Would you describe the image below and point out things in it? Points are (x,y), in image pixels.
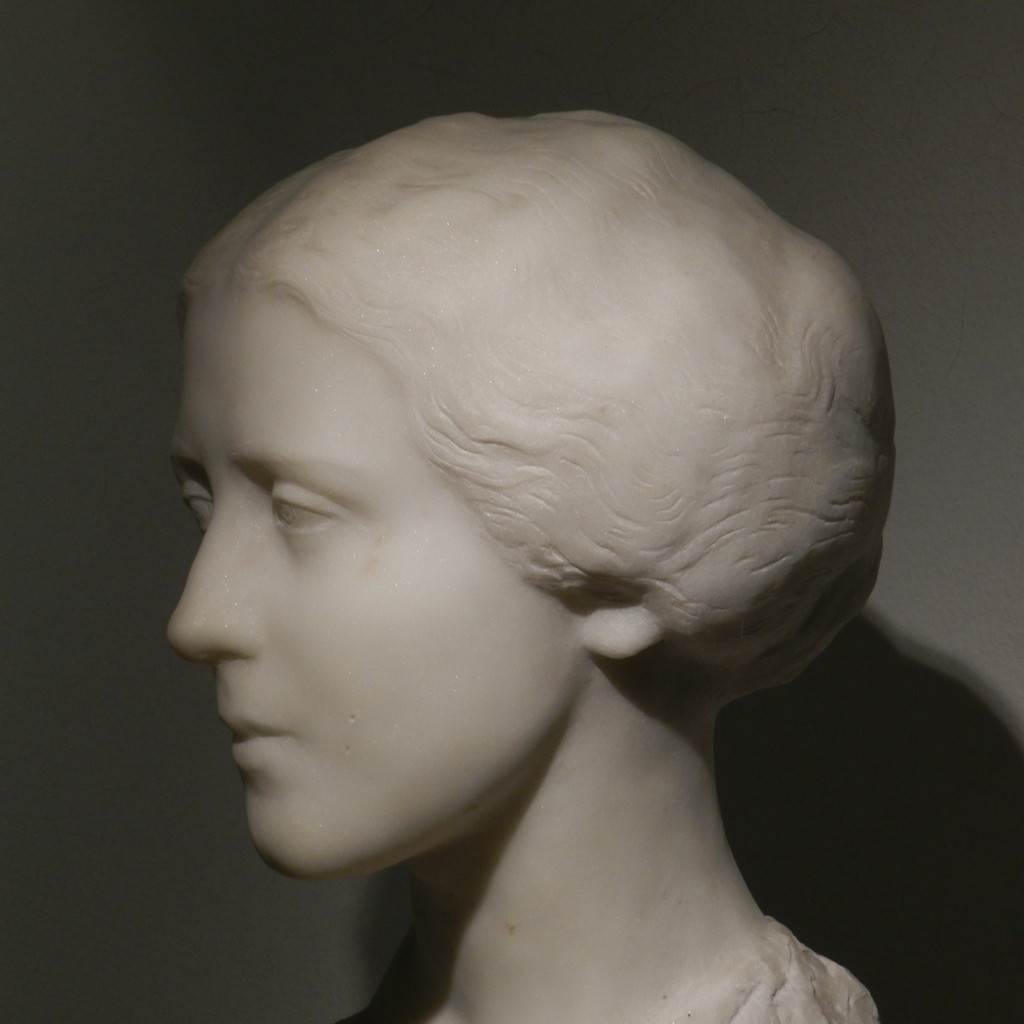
In this image I can see a statue (331,645) in white color and I can see grey color background (60,104).
